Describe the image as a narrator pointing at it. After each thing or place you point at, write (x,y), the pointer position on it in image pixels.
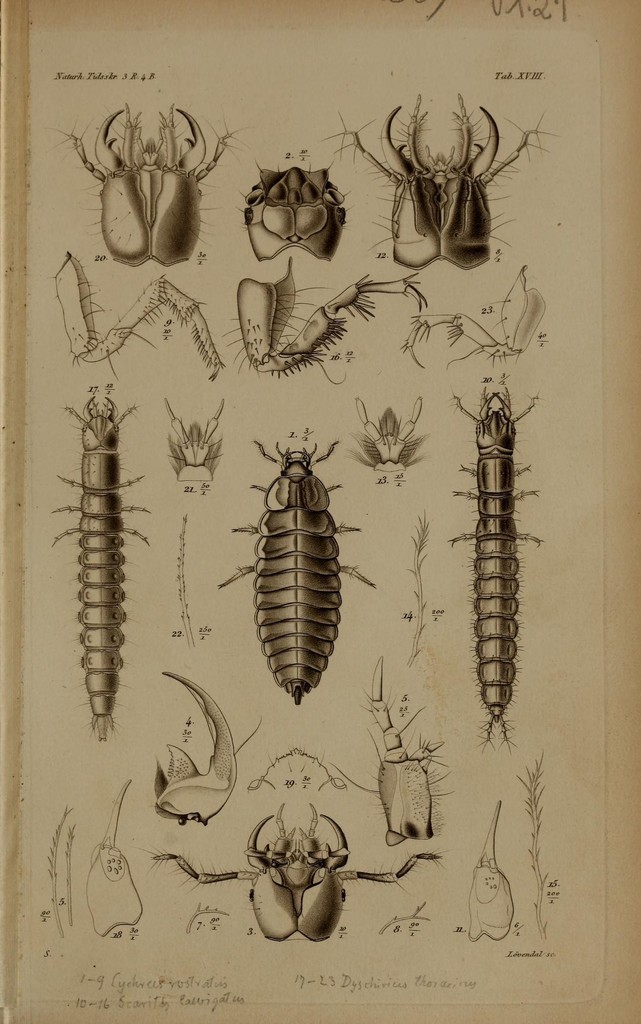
In the image we can see a paper (517,503). In the paper (410,374), we can see many diagrams (278,499) of different insects (195,215) and this is a text (162,990).
